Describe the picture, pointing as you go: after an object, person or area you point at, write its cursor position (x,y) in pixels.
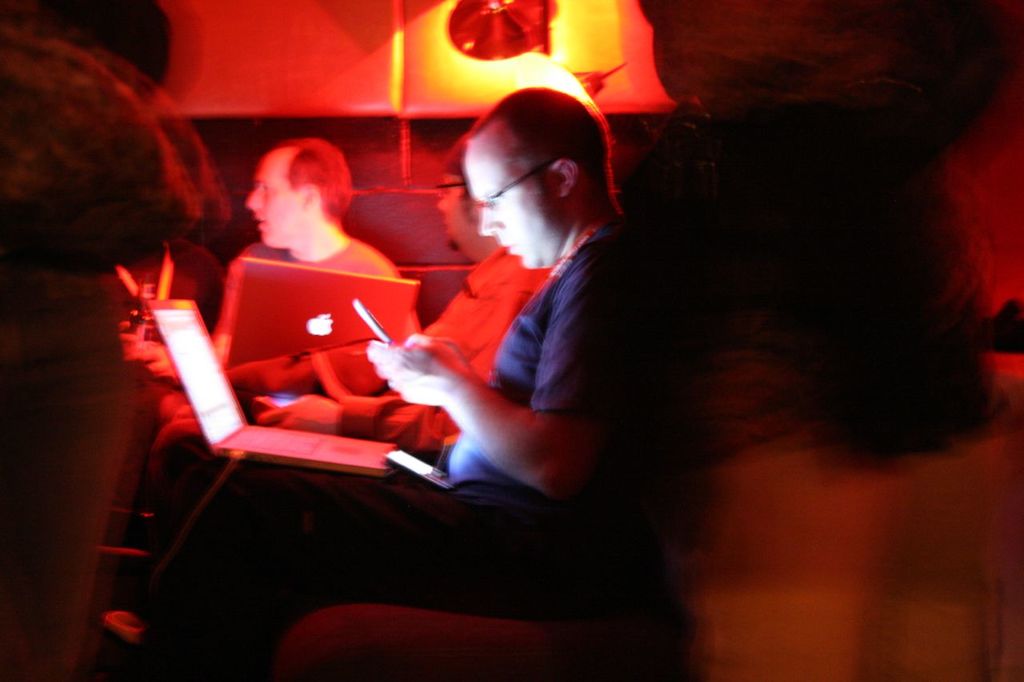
In this image we can see person (329,563) sitting on the sofa (499,632) and holding laptops (259,345) on their laps (299,478).
